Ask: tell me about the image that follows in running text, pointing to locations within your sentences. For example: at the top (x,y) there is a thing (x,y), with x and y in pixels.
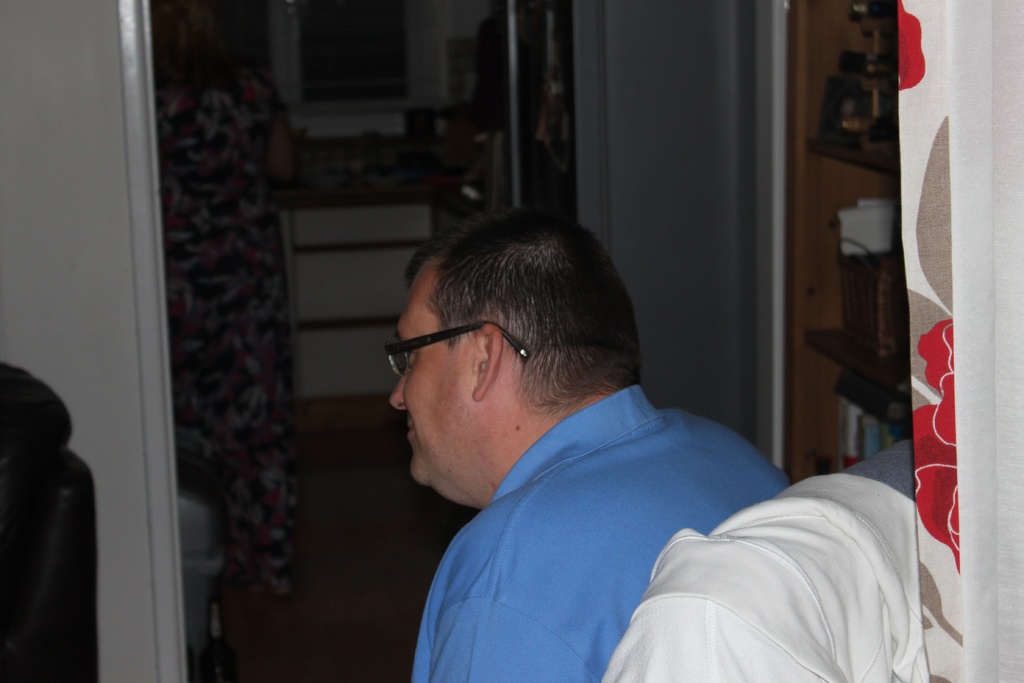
In this image I can see two people (260,436) with different color dresses (261,422). I can see one person (423,438) with the specs (408,366). To the right (745,607) I can see the white color cloth (812,583) and the cupboard (793,375). There are many objects (857,285) inside the cupboard (810,286). To the left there is a black color thing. In the background (353,55) I can see the window (341,101).
